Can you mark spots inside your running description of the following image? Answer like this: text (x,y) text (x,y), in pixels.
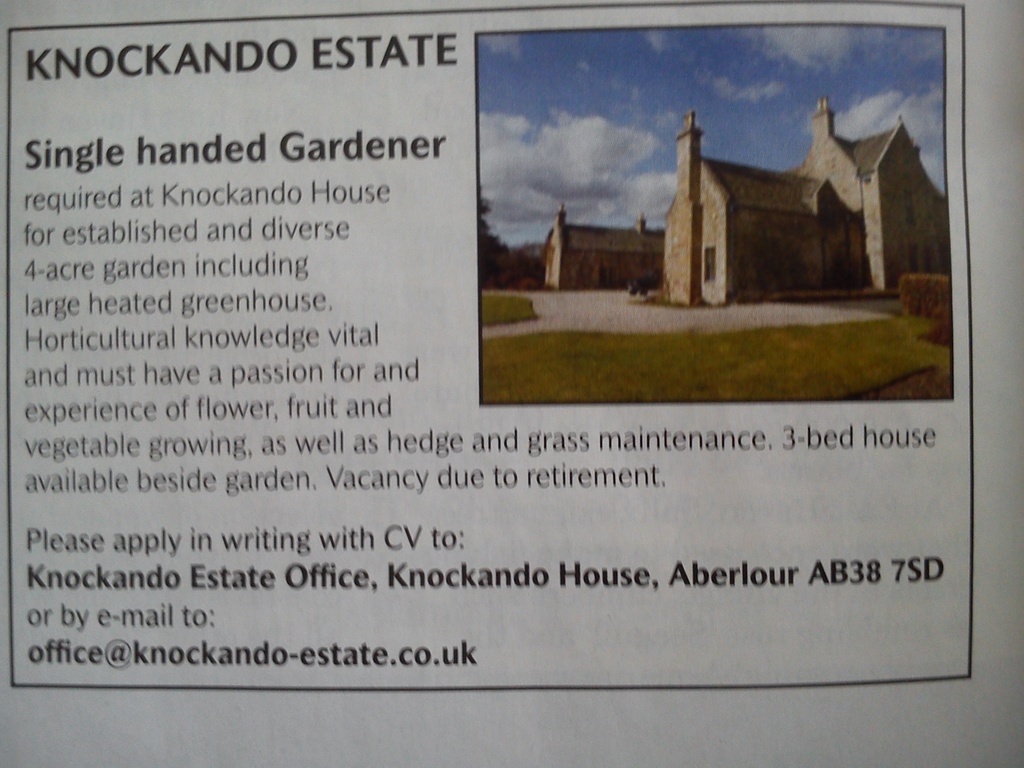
In this image I can see few buildings (779,262) in brown and cream color, trees (500,250) in green color and the sky (559,148) is in blue and white color and I can see something written on the image.
